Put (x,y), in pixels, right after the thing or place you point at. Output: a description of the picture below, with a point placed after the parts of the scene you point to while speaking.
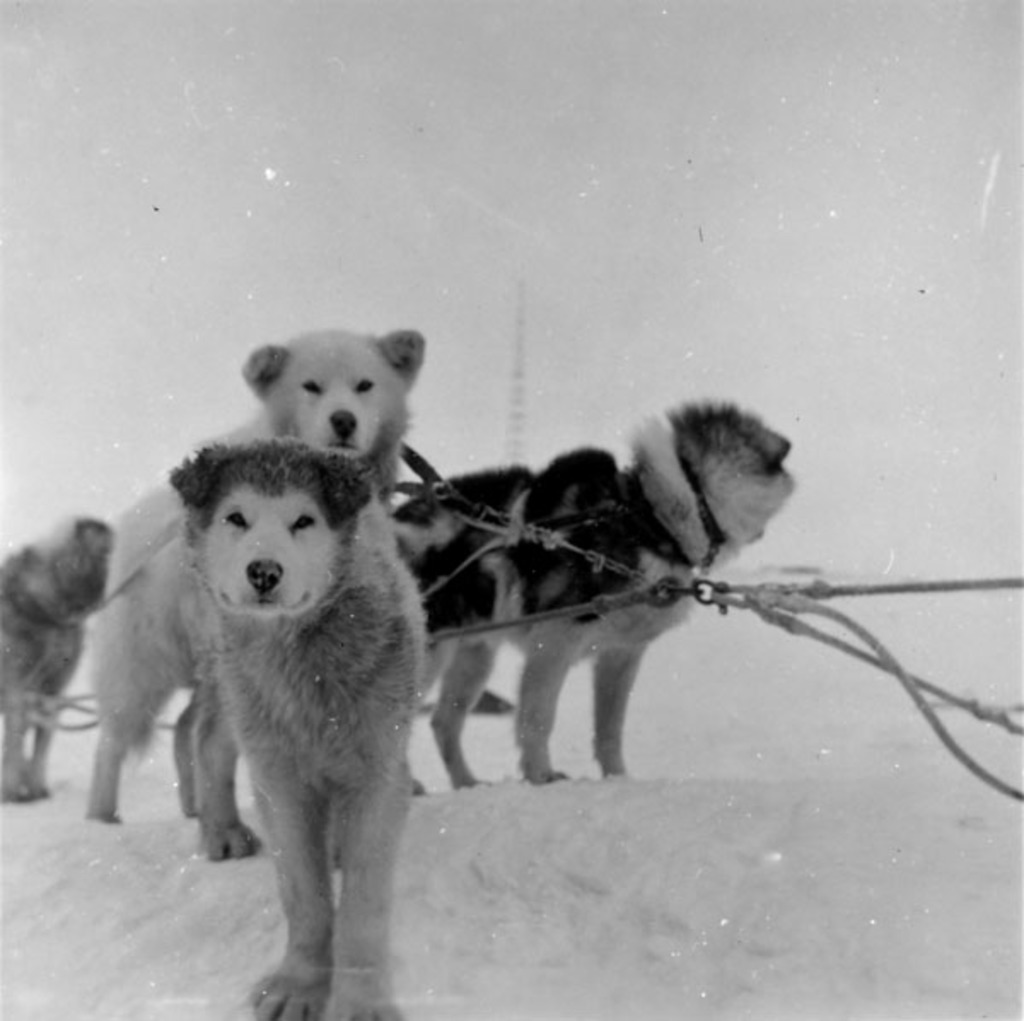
In this picture I can observe dogs (299,615) on the snow (537,878). This is a black and white image. In the background (344,216) there is a sky (395,198).
